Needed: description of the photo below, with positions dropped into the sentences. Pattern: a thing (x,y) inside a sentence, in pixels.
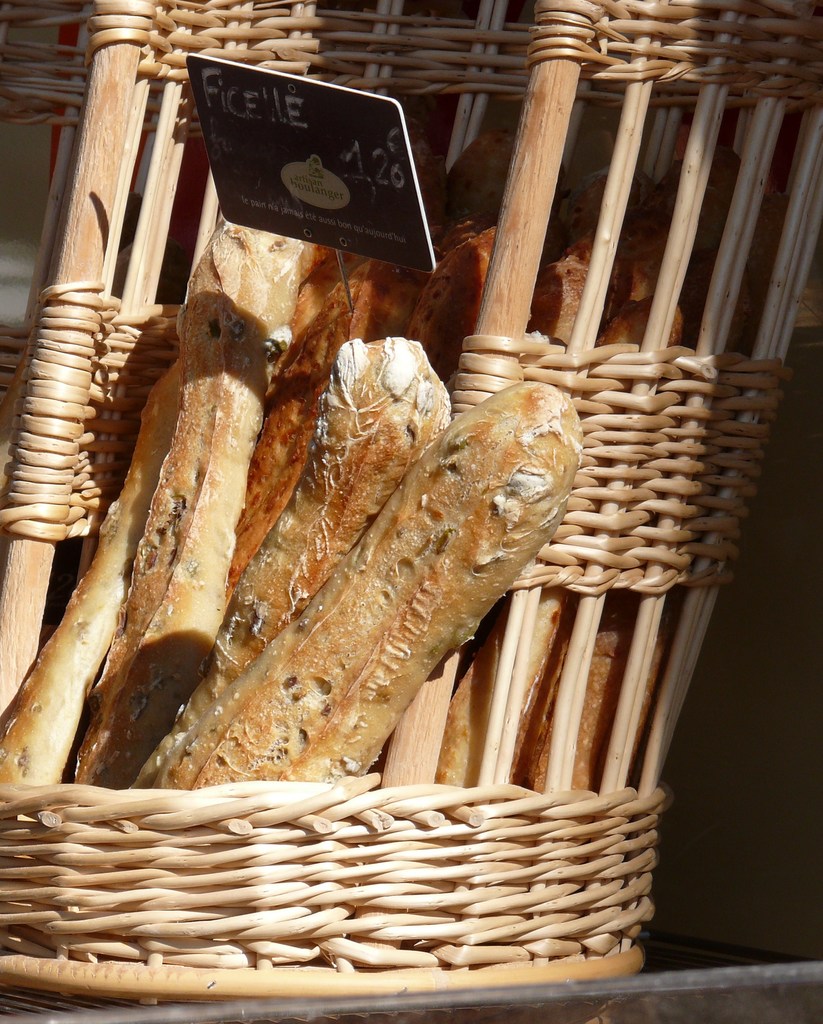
In the picture we can see some french bread loaves (255,532) in the basket (494,730) with a price tag (369,185) to it.
